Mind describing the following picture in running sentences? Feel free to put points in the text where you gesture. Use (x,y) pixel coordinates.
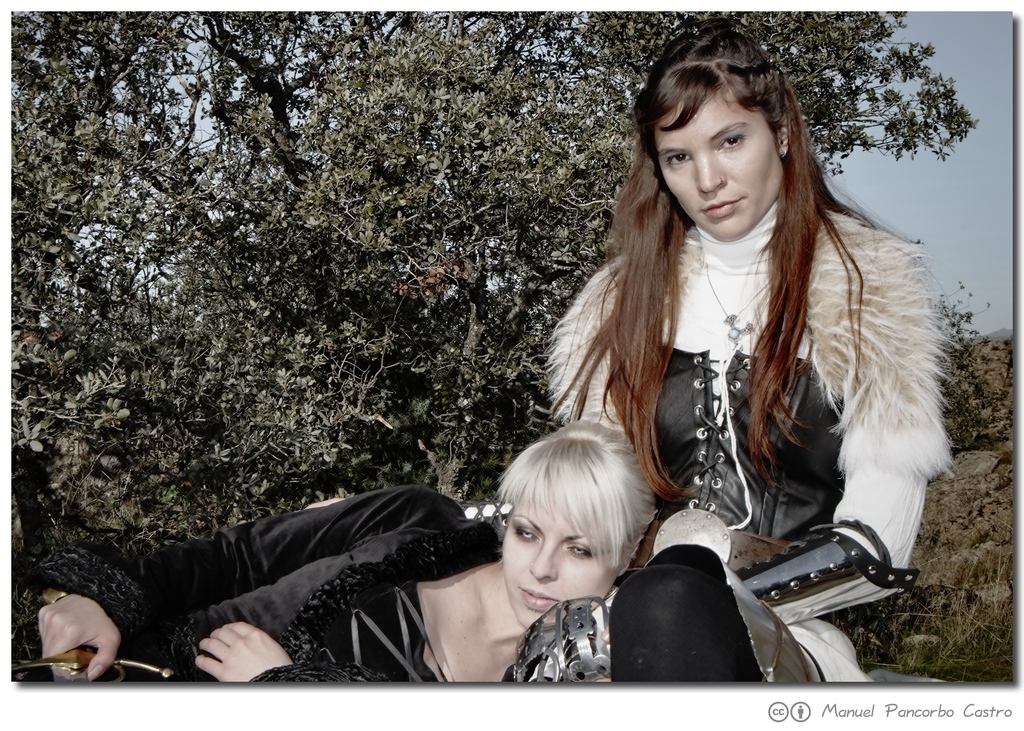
In the image we can see two women (646,595) wearing clothes (652,595). Here we can see grass (941,637), tree (282,275) and a pale blue color sky (976,204), this is a sword (69,659).
